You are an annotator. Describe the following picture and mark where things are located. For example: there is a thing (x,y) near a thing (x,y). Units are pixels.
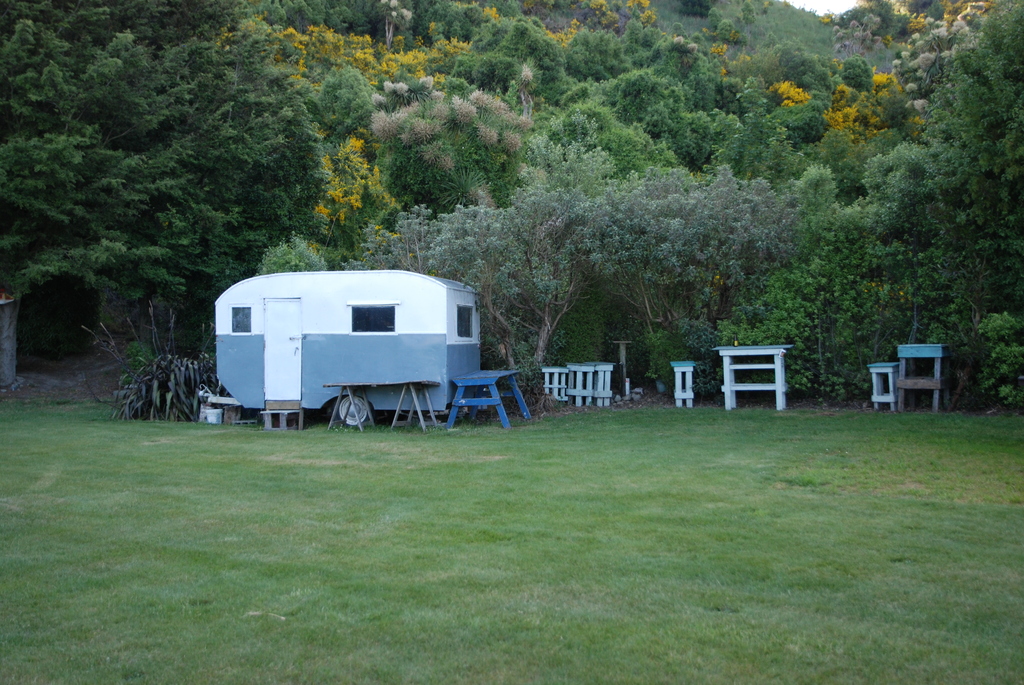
In this image we can see a caravan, tables (730,404), stools (686,390), also we can see plants (790,27), trees (637,123), grass (27,569), also we can see the sky (847,1).
